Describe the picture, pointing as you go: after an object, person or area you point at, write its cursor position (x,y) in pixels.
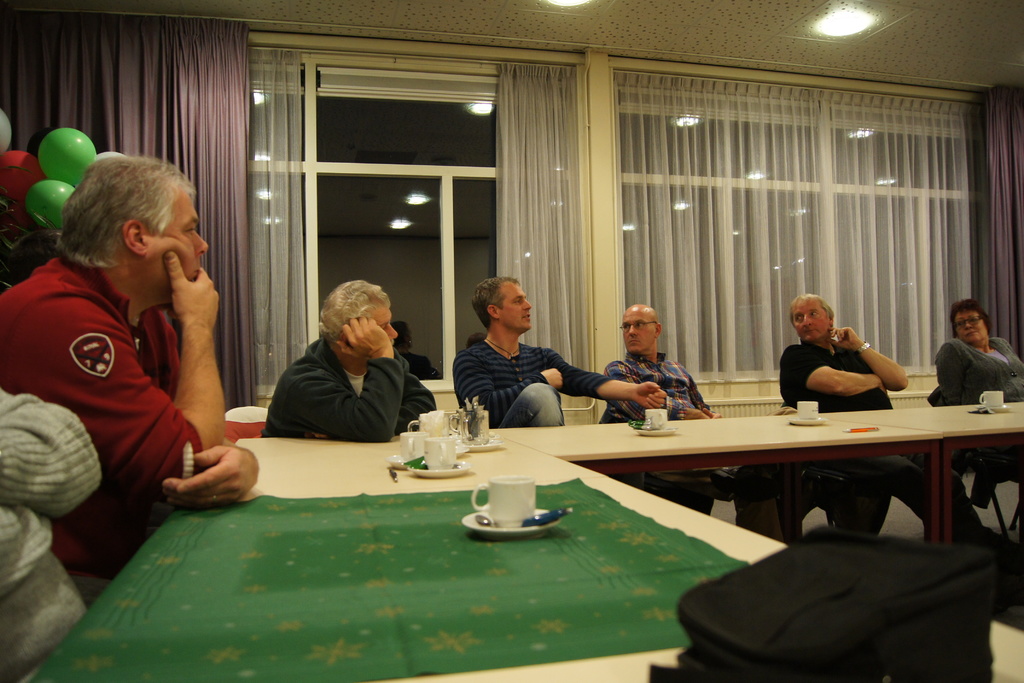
In this image we can see some group of persons (35,433) sitting on chairs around the table (424,504) on which there are some coffee cups (518,485) and in the background of the image (509,181) there is glass window (384,192) and curtains (569,209).
